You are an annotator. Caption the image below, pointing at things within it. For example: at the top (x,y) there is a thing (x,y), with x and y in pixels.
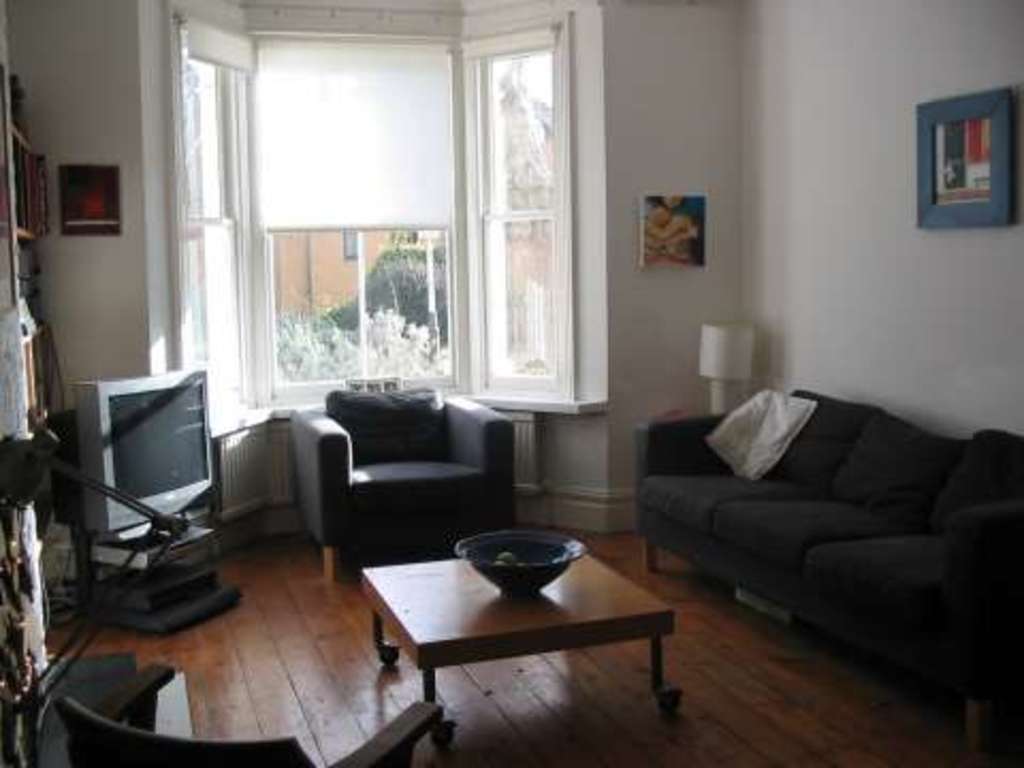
This is the picture taken in a room (578,502), in this room (578,502) there are sofas (346,441), table (508,637), television (154,479) and shelf (26,356) and on the table (466,597) there is a bowl (508,586). Behind the sofa (816,489) there's a wall (824,265) with photo frame (951,184) and also a glass window (377,303) through which we can see the trees (356,331).
